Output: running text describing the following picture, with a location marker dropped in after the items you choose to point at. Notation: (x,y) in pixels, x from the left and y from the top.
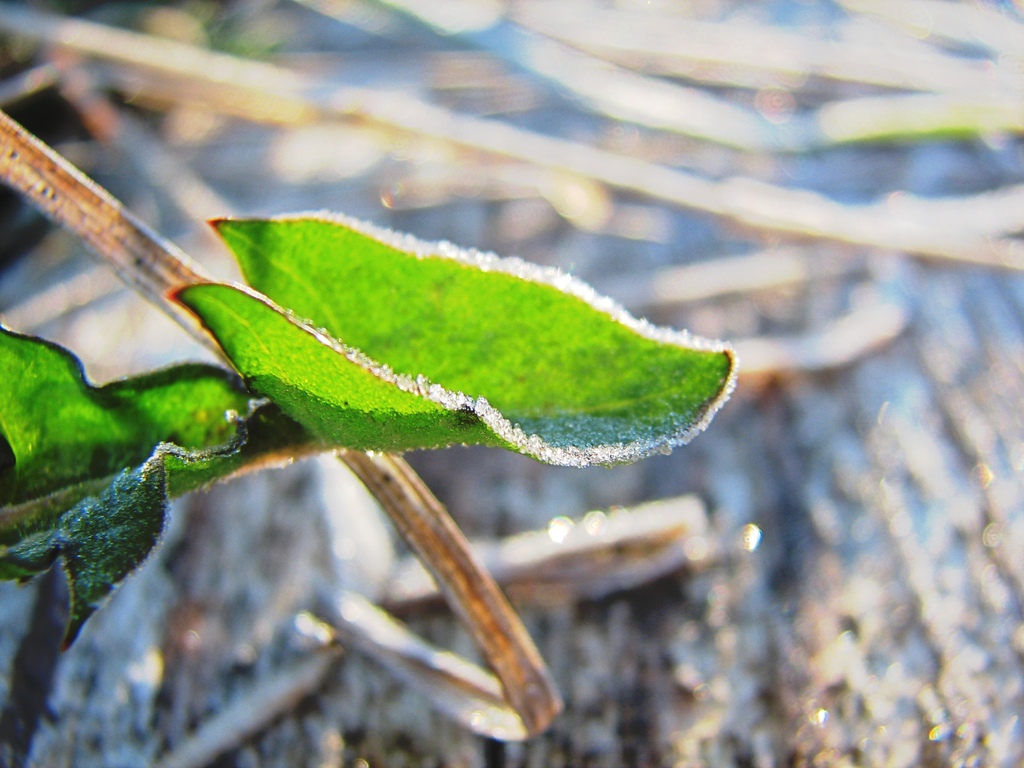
In this image we can see leaves (245,360).
